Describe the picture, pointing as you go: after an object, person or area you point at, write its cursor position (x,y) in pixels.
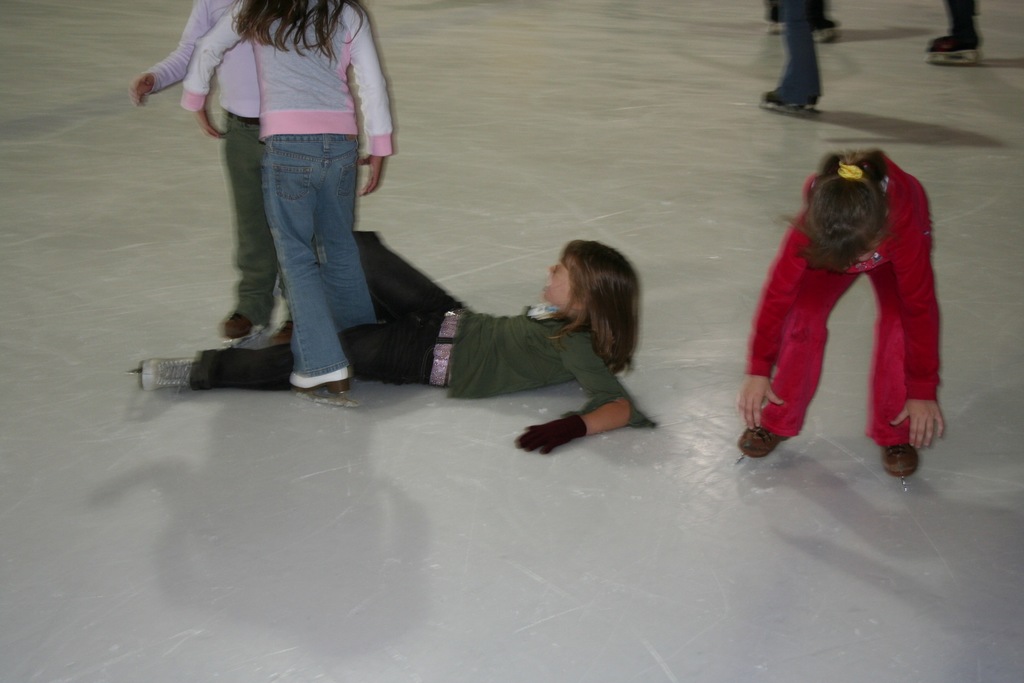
In this image we can see few people (583,363). A person (580,348) is lying on the floor (599,553).
